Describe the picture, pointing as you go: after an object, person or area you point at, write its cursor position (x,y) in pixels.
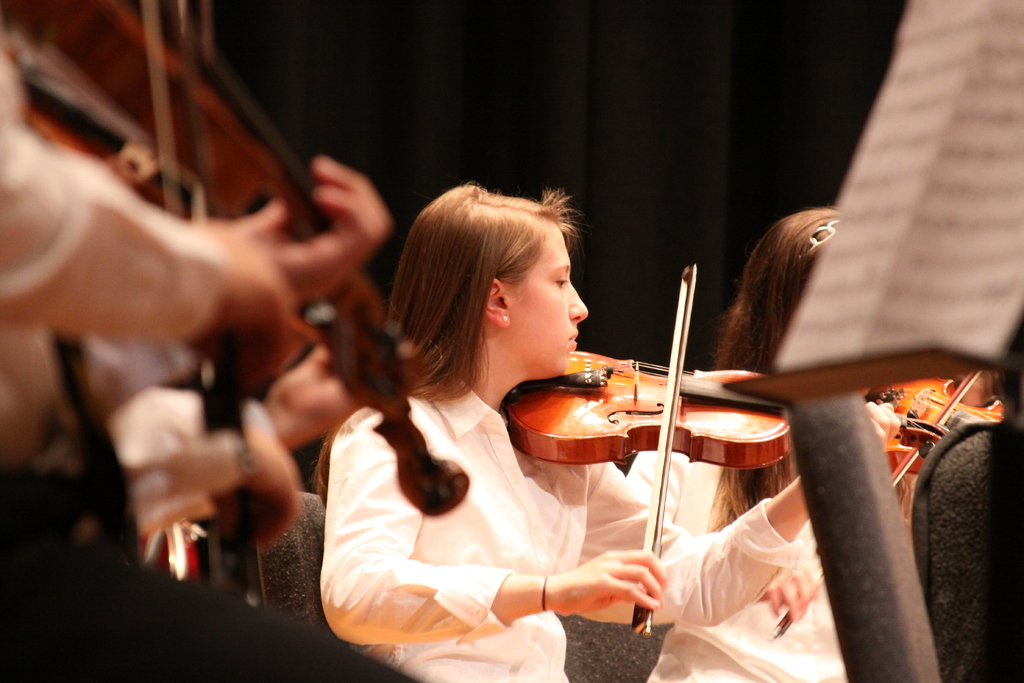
One girl (515,508) is sitting on the chair (308,570) holding a violin (596,446) and playing it and in one hand (639,593) she is holding the violin stick (670,438). Near to her another girl (797,630) is sitting and playing the violin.
